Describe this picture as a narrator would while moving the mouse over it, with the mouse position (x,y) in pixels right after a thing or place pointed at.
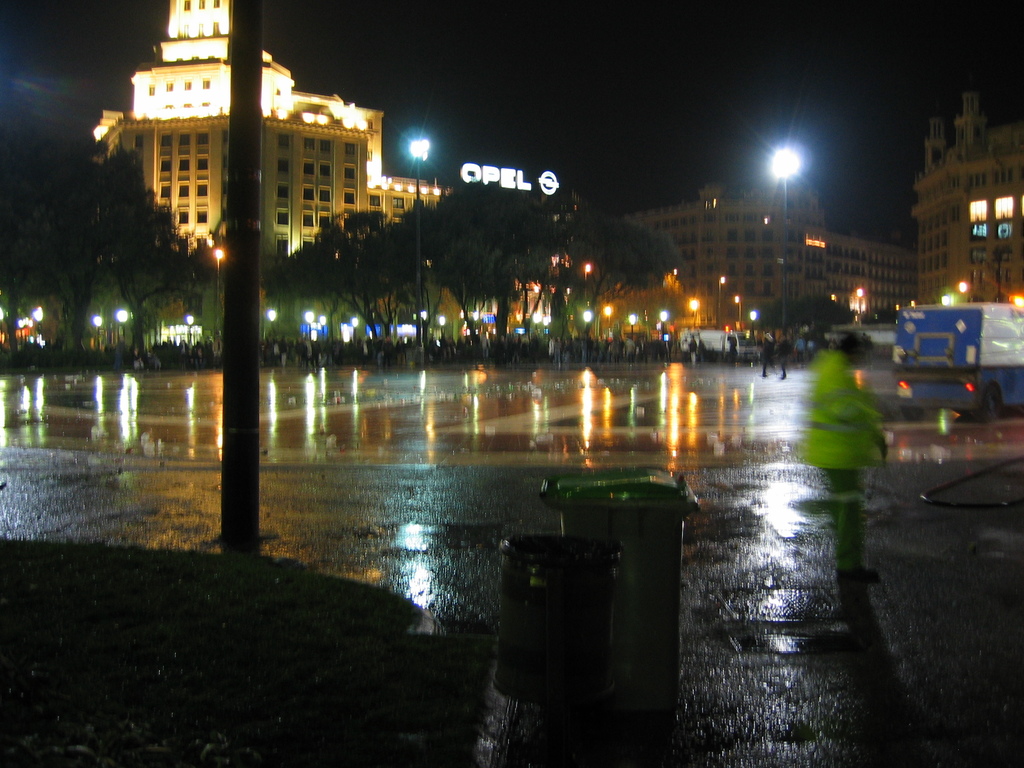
I think this picture is taken at night. In the center (557,333), there are trees (89,234), people (769,335), buildings (160,195), lights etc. Towards the right (846,549), there is a person (829,404) wearing a green jacket (825,445). At the bottom (573,629), there are dustbins (518,690). Towards the left (250,375), there is a pole (235,383). On the top (571,17), there is a sky (602,90) which is dark.
